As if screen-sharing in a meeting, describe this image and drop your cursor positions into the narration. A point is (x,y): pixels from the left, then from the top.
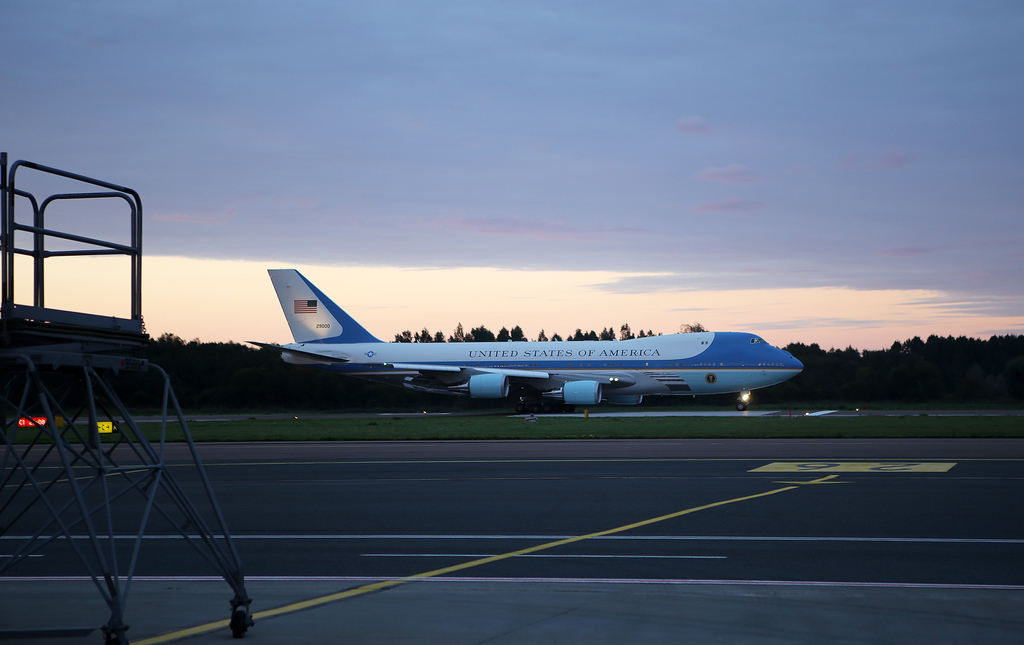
In this picture we can see the road (561,588), stand (35,282), grass (250,428), airplane (753,367), trees (201,355) and some objects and in the background (574,217) we can see the sky (516,180).
